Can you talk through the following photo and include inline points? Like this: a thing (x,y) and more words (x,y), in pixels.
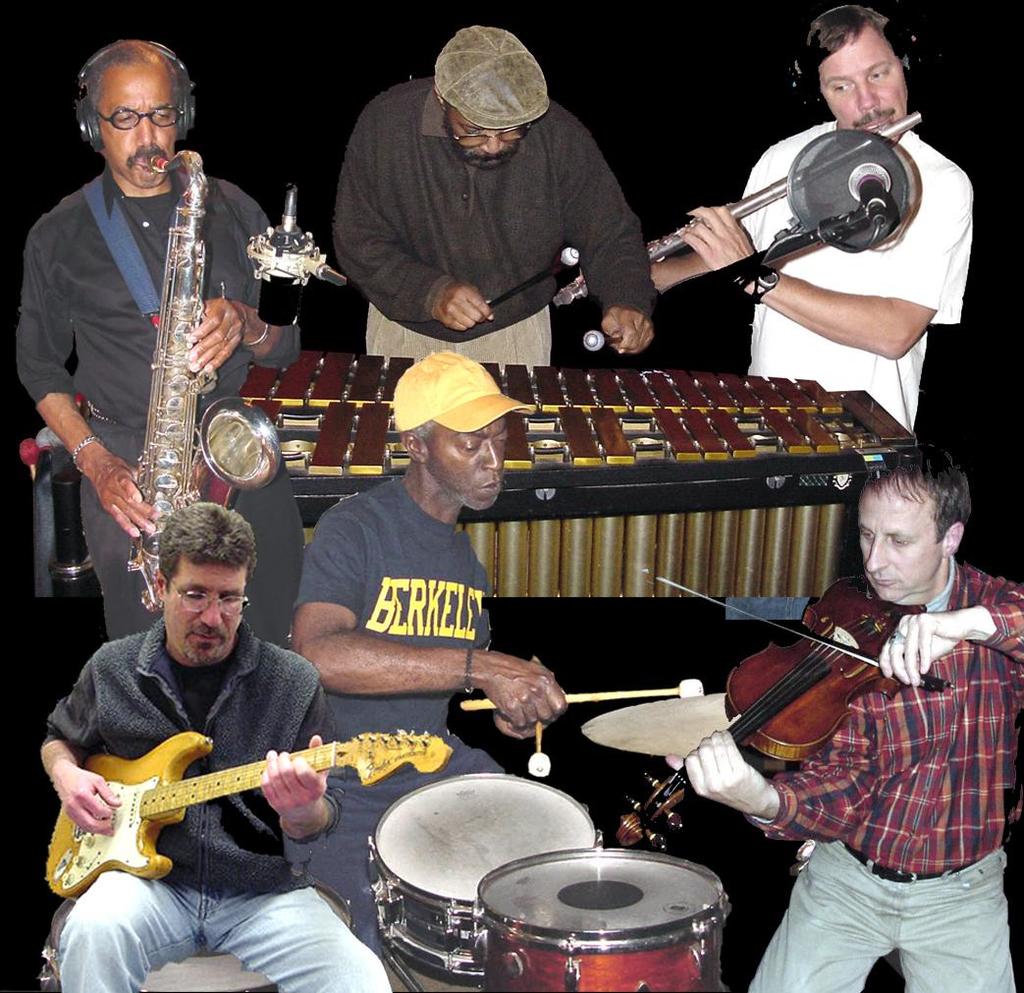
In this image i can see group of people (534,186) playing musical instruments (783,178), man (982,755) standing at right (945,758) wearing a red shirt (932,783), a man (466,609) in the middle (477,411) wearing a yellow cap (483,377), in this image two man (132,313) are wearing head phones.
